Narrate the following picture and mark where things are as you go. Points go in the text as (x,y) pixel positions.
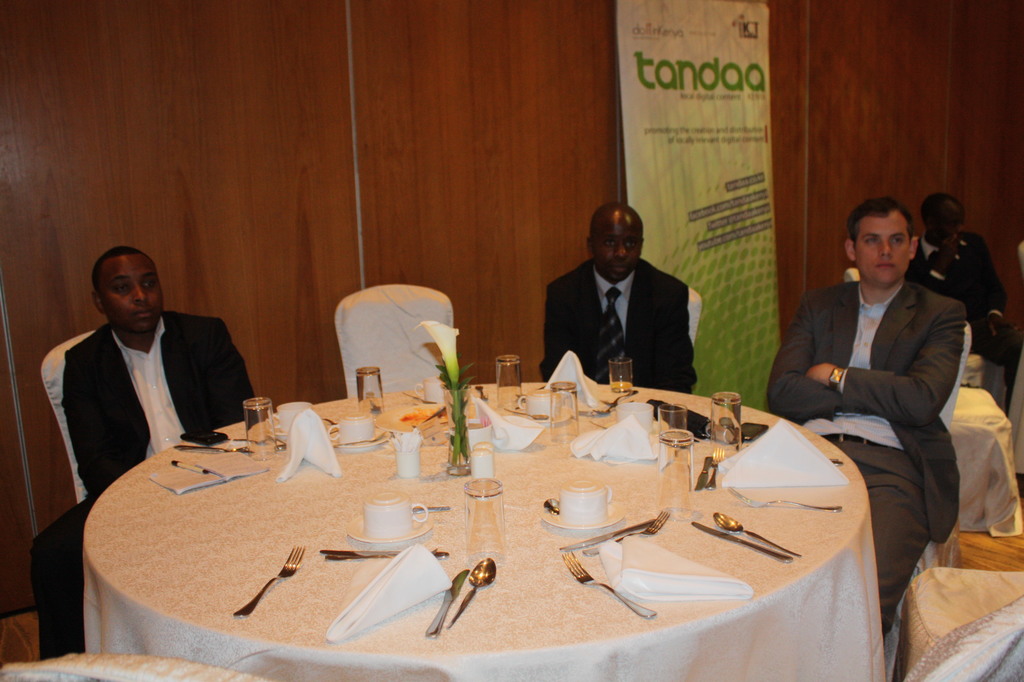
This picture is of inside the room (626,550). In the foreground (434,484) we can see a table (680,534) which is covered with a white cloth (813,652) and the top of the table (530,605) spoons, napkins (615,451), cups (588,509) and glasses (554,414) are placed. On the right (905,375) we can see two persons (867,330) sitting on the chairs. On the left (147,357) there is a man (103,375) sitting on the chair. In the background (841,29) we can see a man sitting on the chair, a wall (819,72) and a banner (716,88) hanging on the wall (780,320).
